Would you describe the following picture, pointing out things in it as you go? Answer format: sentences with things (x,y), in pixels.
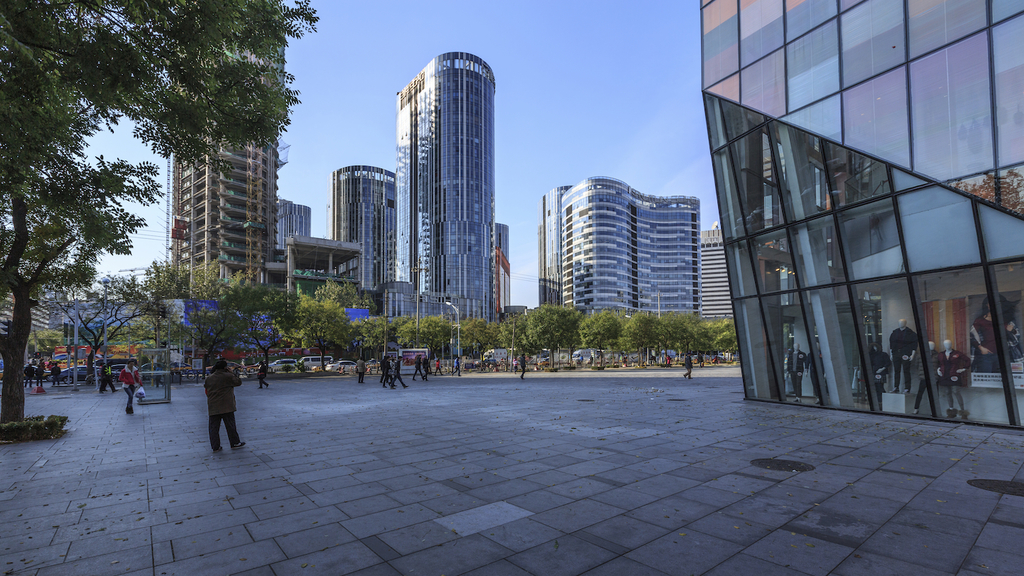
In this image we can see a few people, there are buildings (472,243), light poles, trees (136,327), boards (128,346) with text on it, there are mannequins (964,373), also we can see the sky (567,110).
